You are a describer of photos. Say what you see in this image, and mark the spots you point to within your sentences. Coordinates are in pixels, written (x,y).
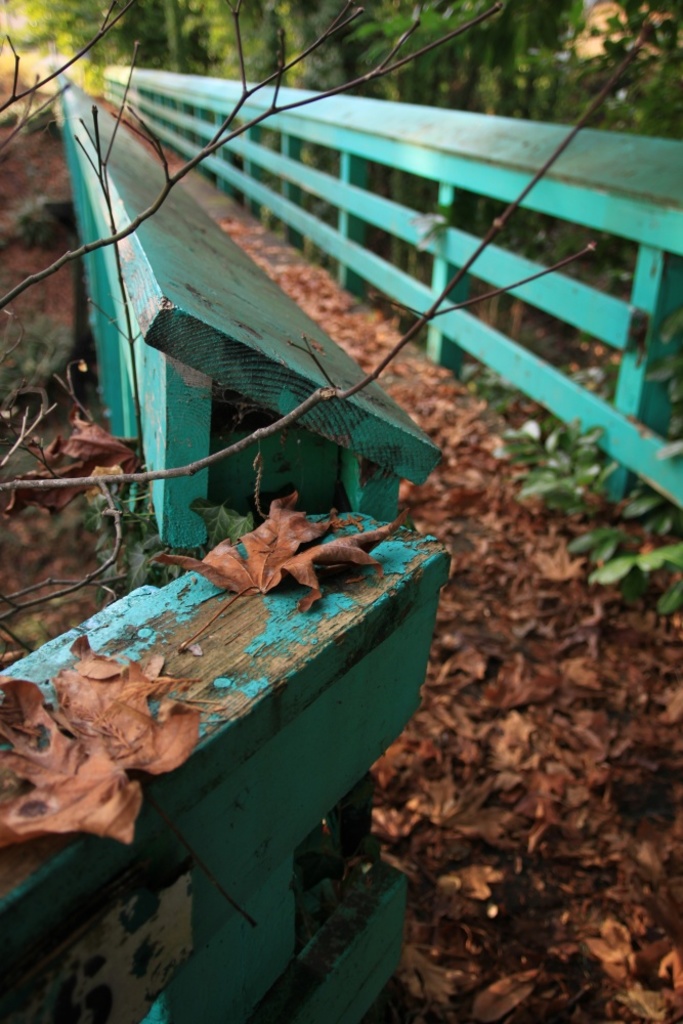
This image is clicked outside. In the front (342,447), there is a wooden railing (263,407). At the bottom (506,740), there are brown leaves (509,650). In the background (354,38), there are trees (316,56).
